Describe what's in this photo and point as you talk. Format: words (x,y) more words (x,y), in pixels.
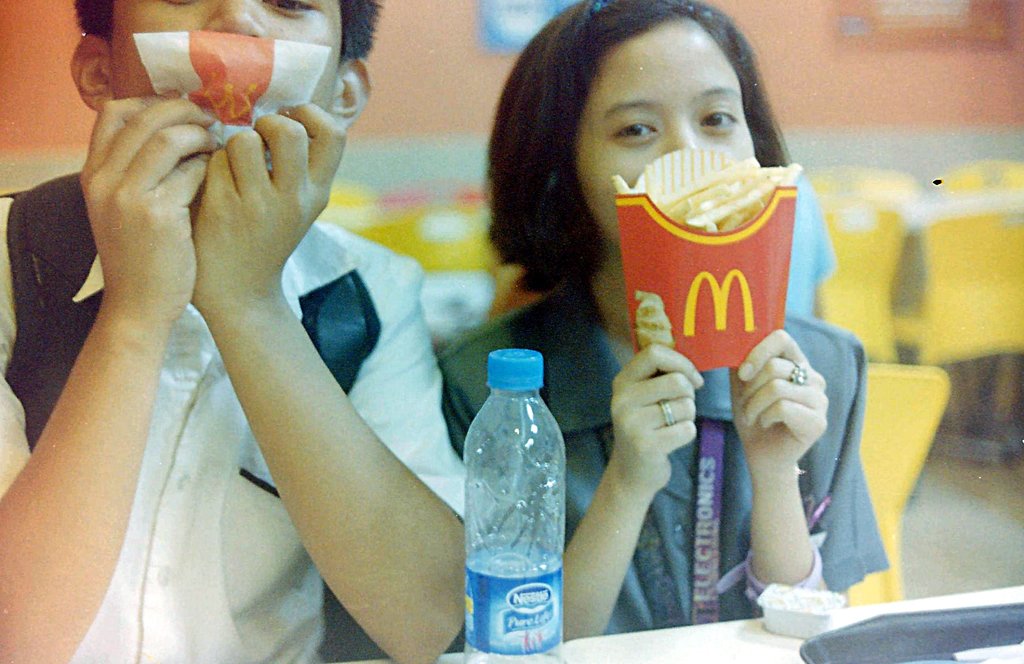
In this picture there are two persons (393,419), one man (409,459) and one woman (700,139). Woman (692,125) is wearing a grey dress (812,326) and holding a snack pack (786,314) in front of her mouth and there is a man (347,1), he is wearing a white shirt (182,432) and holding a cover (151,53) in front of his mouth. There is a bottle (496,660) between them. In the background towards the right (831,173) there are yellow chairs (851,263).
